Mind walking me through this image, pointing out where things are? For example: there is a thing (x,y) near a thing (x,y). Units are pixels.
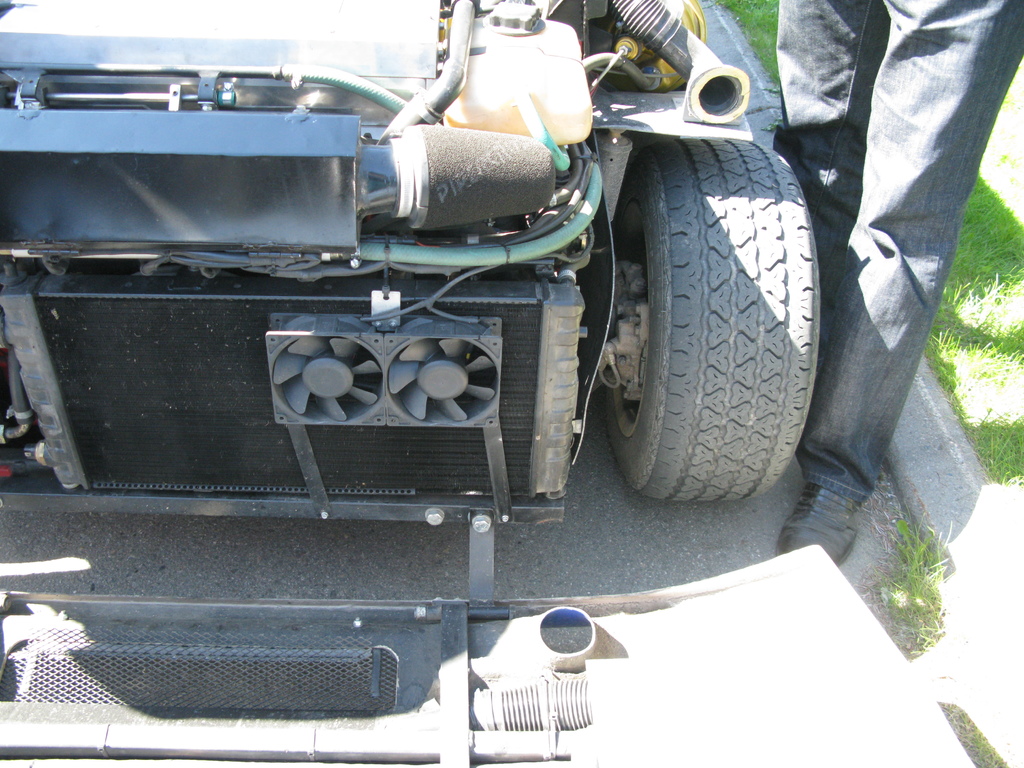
In this picture we can see a vehicle (500,168) on the left side (317,200), there are two fans (426,379) in the middle (419,383), on the right side (861,239) we can see a person (864,217) and grass (1004,279).
